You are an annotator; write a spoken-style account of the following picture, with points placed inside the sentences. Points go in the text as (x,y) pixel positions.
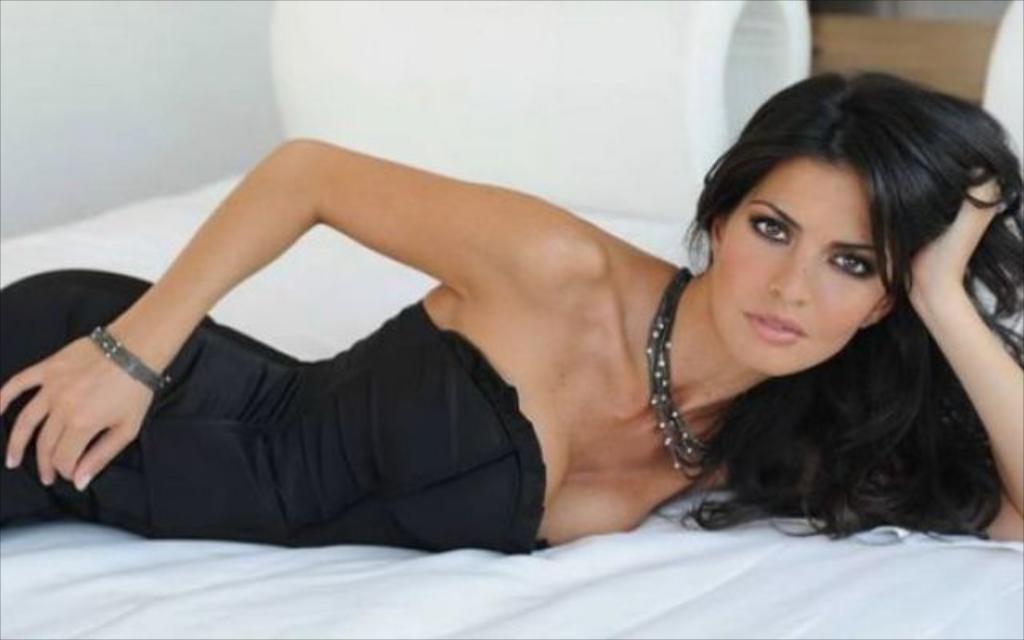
This picture is taken inside the room (470,577). In this image, we can see a woman (402,350) wearing a black color dress (348,362) is lying on the bed (763,558). In the background (573,37), we can see a white color object (665,40) and a wall (19,44).
